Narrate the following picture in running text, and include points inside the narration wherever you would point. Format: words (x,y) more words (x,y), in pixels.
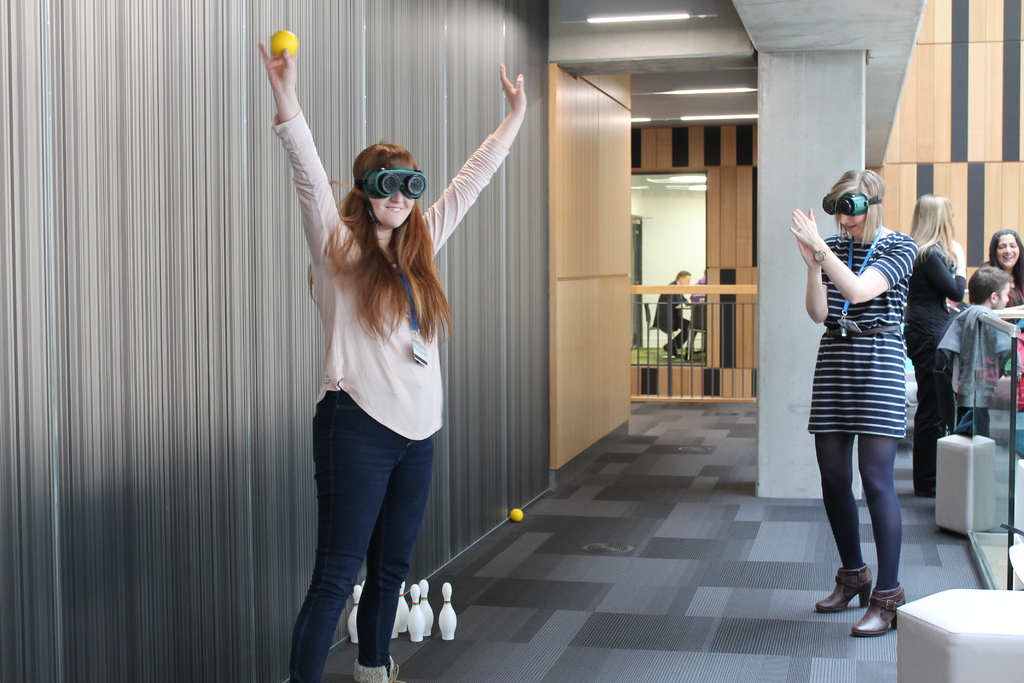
In the background (664,257) we can see a person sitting on a chair (655,312) and the wall (672,230). On the right side of the picture (945,271) we can see the people (950,253), glass railing (1003,415). In this picture we can see the women (906,270) wearing virtual glasses (367,186) and a woman (278,84) on the left side (289,61) is holding a yellow ball (275,50). At the bottom portion of the picture (614,582) we can see yellow ball (514,517) and bowling pins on the floor (793,599).
